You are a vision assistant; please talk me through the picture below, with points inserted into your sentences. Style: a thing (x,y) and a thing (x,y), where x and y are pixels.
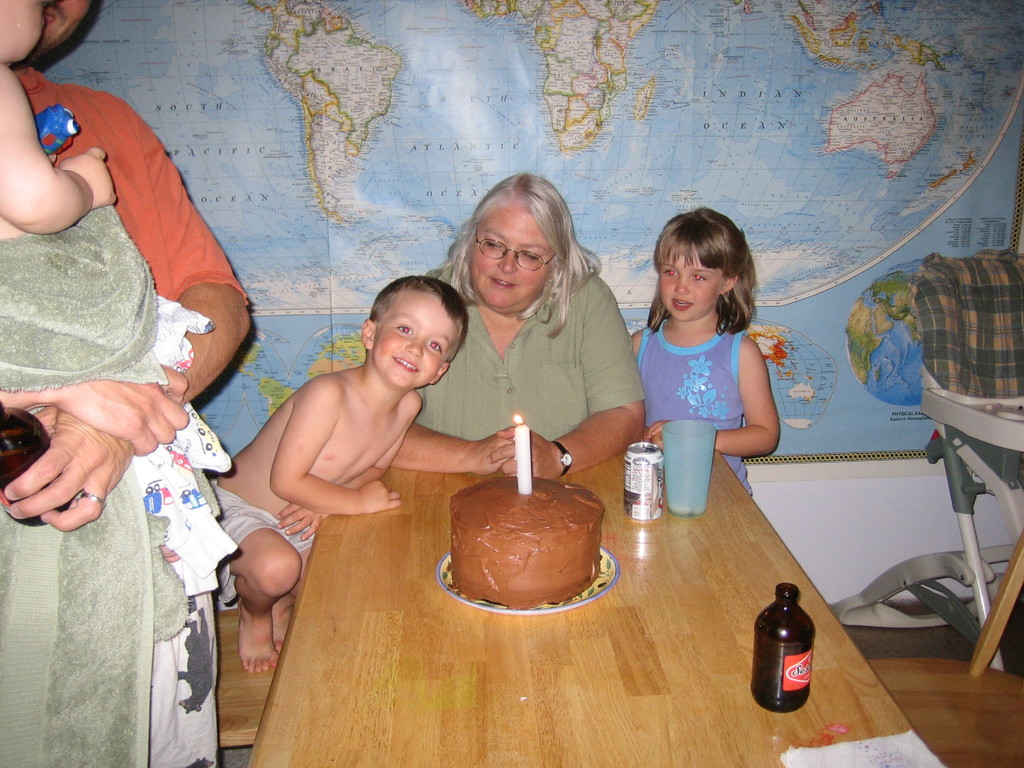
The woman (529,199) in the green shirt (477,393) is sitting on the chair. Beside her, we see a girl (688,314) and a boy (453,349). In front of her, we see a table (652,561) on which glass (679,464), coke bottle (660,455), glass bottle (802,631), a plate (599,581) containing cake (553,519) and candle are placed. On the left side (126,162), the man (83,108) in orange T-shirt (126,170) is holding a baby (65,194) in his hands (63,438). On the right side (995,441), we see a white color thing (948,561). In the background (815,515), we see a white wall (821,498) on which the chart (514,60) of the world map (462,60) is placed.
